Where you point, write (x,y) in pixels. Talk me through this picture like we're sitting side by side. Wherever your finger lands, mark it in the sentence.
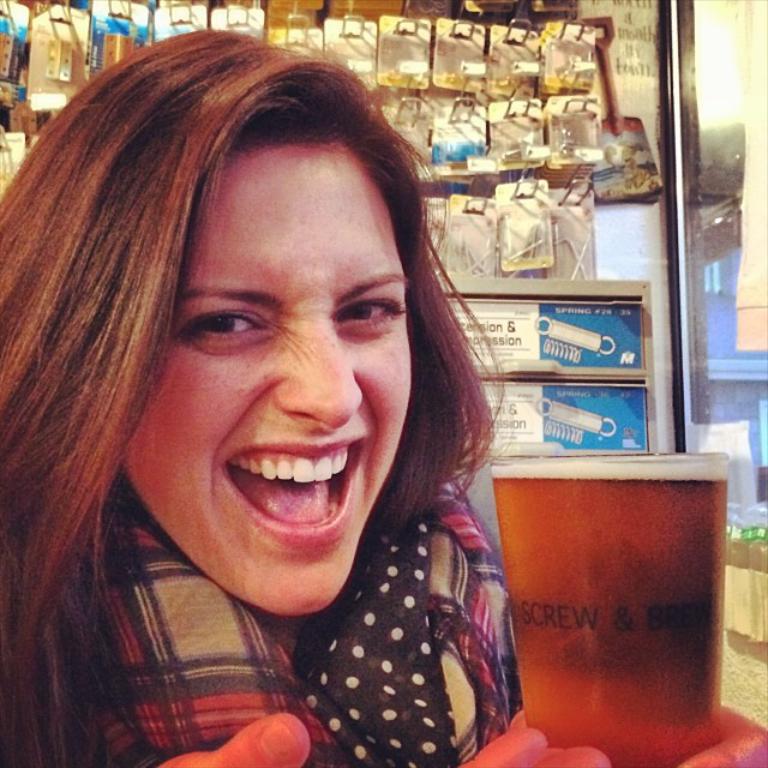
This woman (214,642) wore scarf (327,677) and smiling. These are things (526,229) on wall (547,152). This woman (222,267) is holding a glass (571,717).
